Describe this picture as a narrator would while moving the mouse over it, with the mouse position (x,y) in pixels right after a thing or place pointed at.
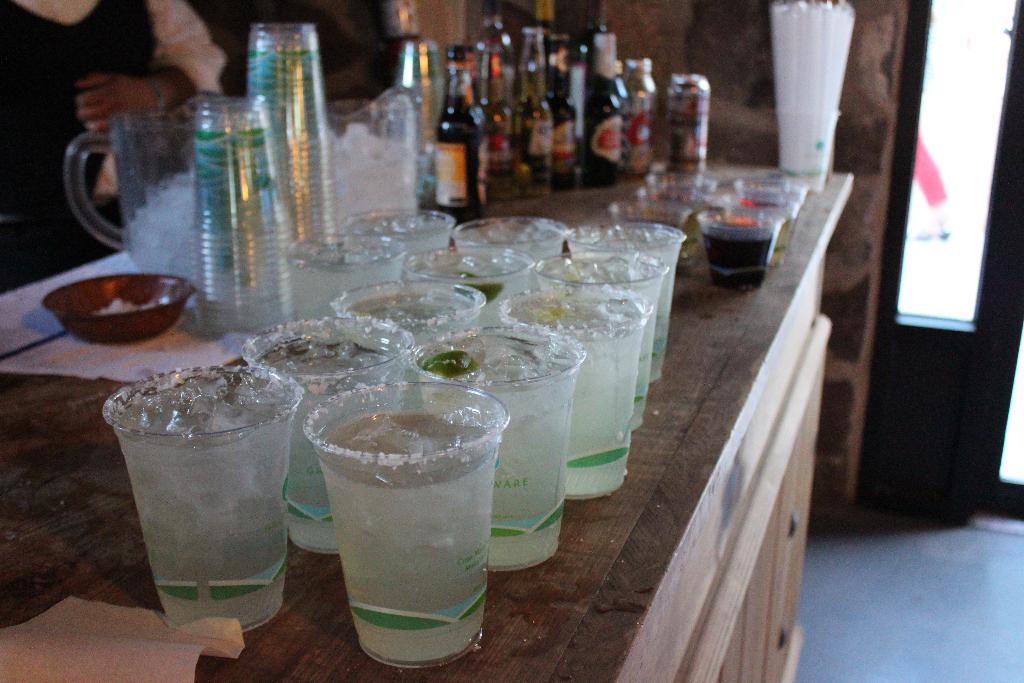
In this picture we can see a person (167,43). We can see the glasses (299,40), jars (360,154), ice-cubes (360,154), bowl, drinks (466,479) in the glasses (583,252), tissue paper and few objects (817,101). All are placed on a wooden platform (211,677). On the right side of the picture (960,212) we can see a window glass (946,297) and the floor (945,630).
